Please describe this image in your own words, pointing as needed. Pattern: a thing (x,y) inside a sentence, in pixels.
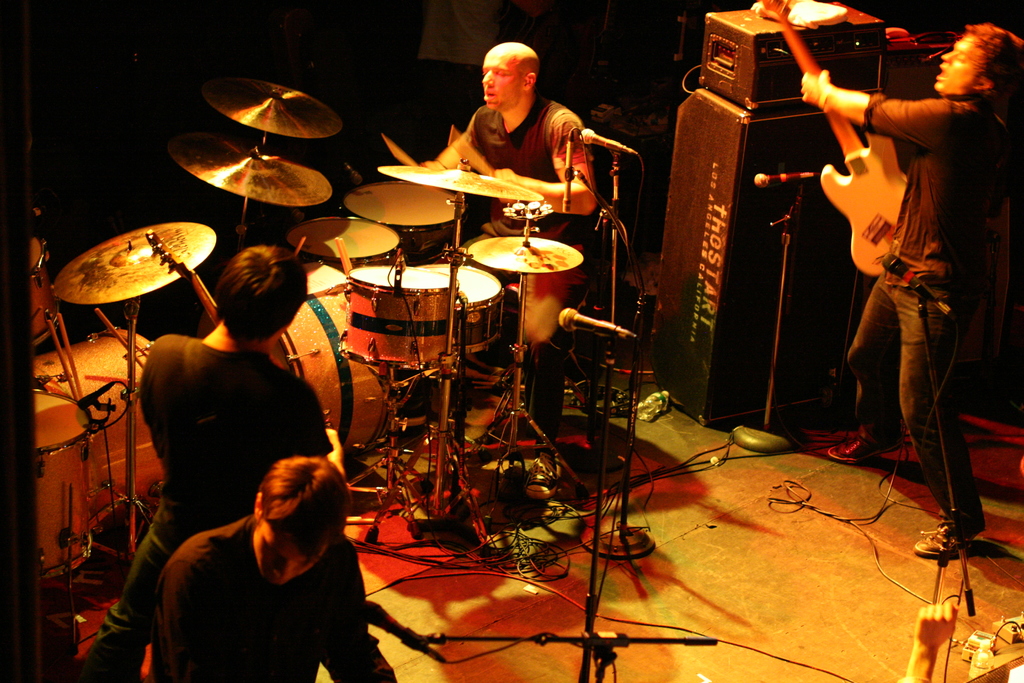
The image is inside the room (560,579). In the image there are two people (500,127) playing their musical instruments (864,252), on right side (753,118) we can see speaker (761,157) with wires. On left side (235,416) there are two people (243,451) at bottom (633,486) we can see few wires (794,493) and a microphone (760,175).
